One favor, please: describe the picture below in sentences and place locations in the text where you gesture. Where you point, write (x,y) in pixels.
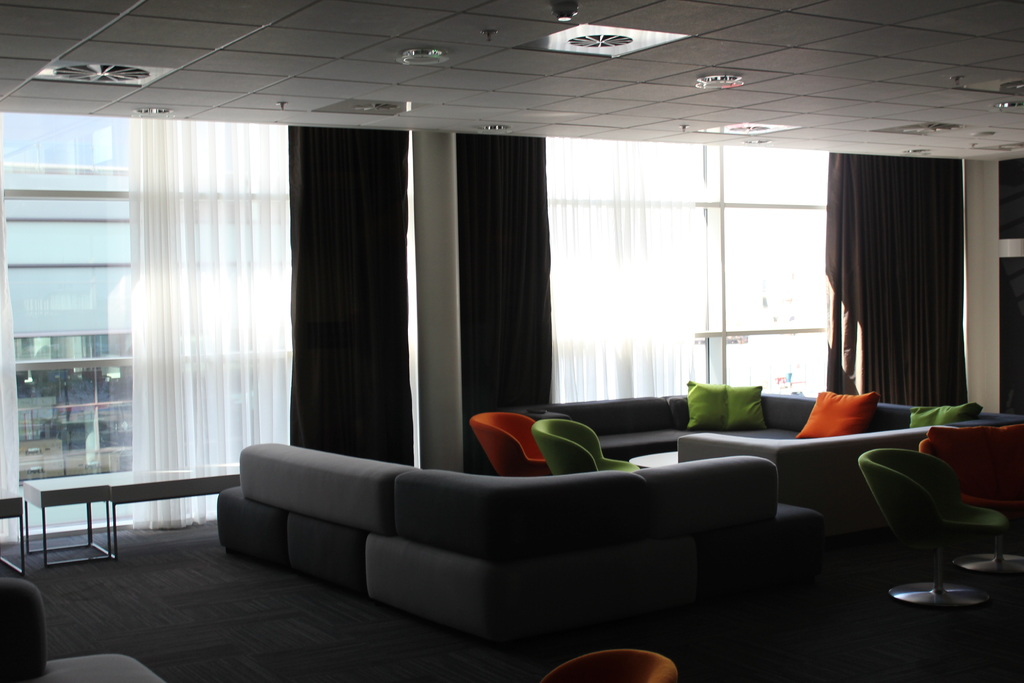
In the image we can see there is a sofa (262,520), there are chairs (566,440) and the curtains (292,309) are in white and black colour.
